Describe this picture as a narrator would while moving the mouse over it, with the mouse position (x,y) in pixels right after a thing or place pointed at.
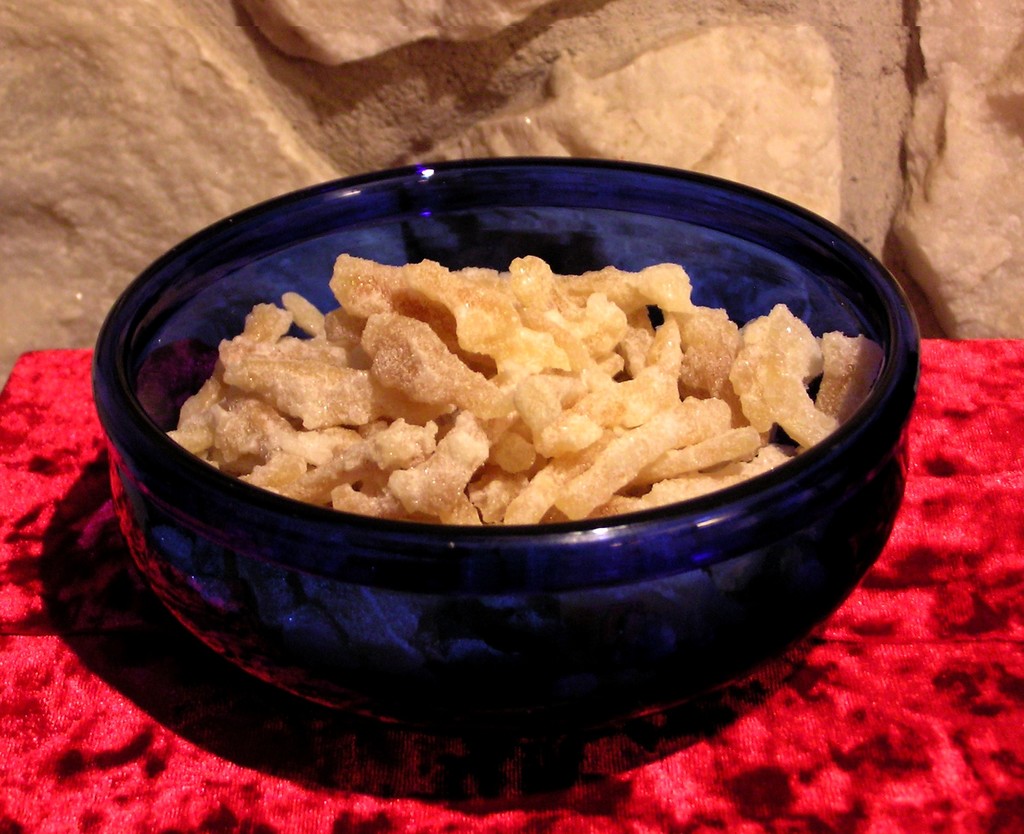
In this image there is a bowl (506,546) on the table (84,459) with some food item (372,428) beside that there is a stone wall (47,304).
